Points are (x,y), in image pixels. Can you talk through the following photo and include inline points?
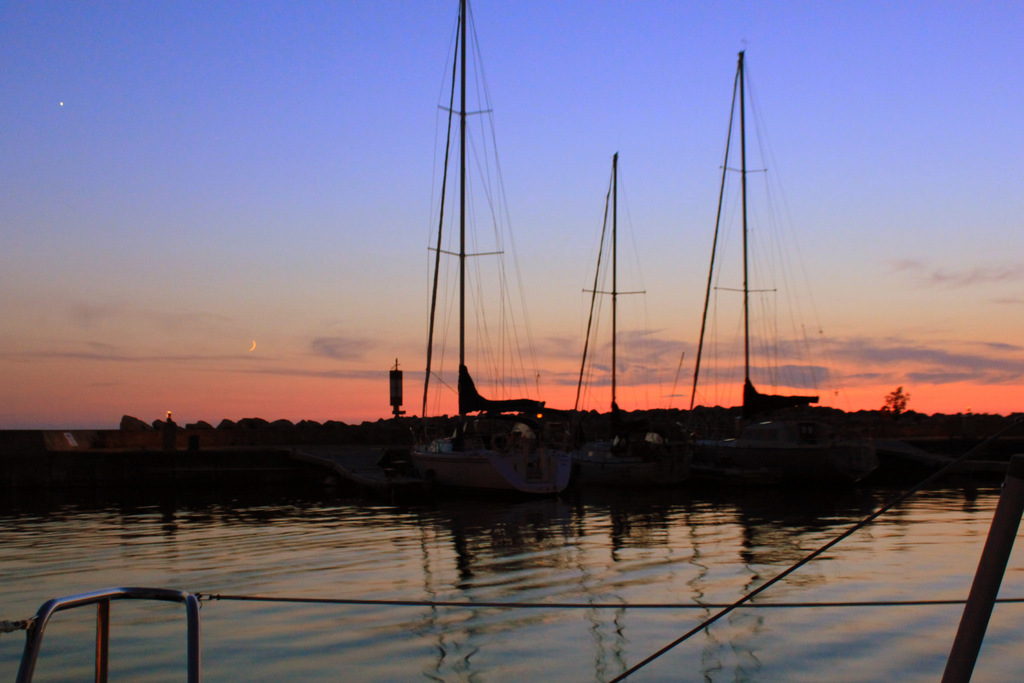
In the background (623,159) we can see the moon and clouds (811,349) in the sky (507,371), tree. In this picture we can see the water (127,635), boats (699,442), ropes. At the bottom portion of the picture (113,634) we can see the rods (996,561) and ropes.
